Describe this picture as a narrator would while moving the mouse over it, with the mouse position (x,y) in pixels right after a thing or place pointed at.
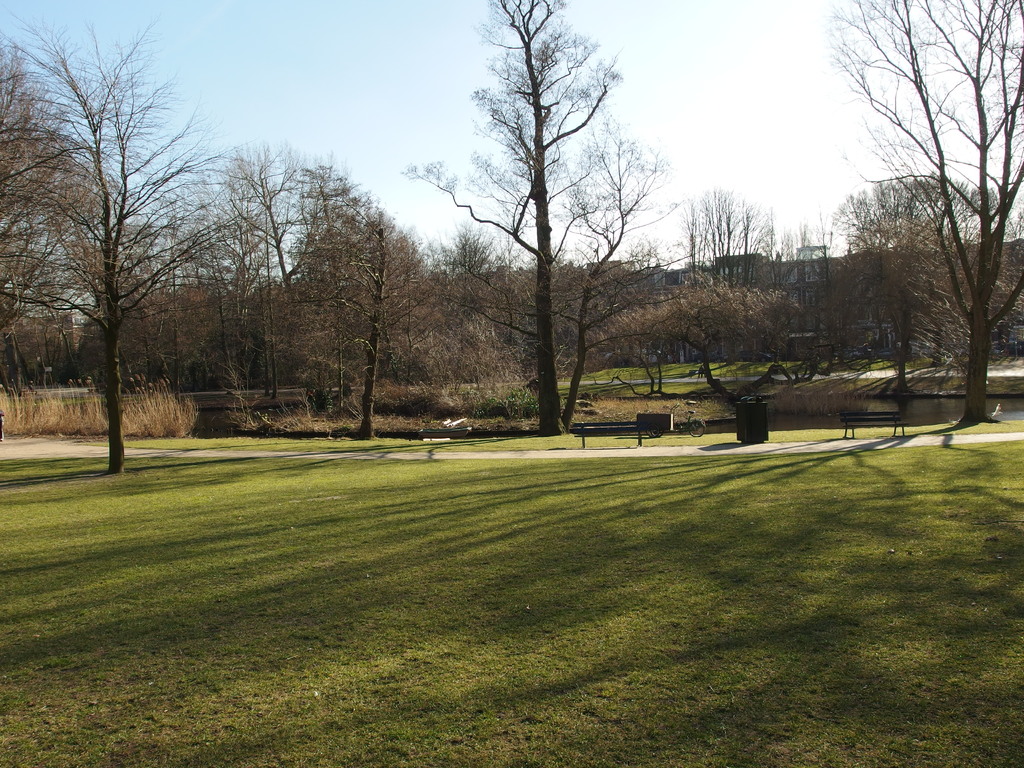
This is an outside view. At the bottom (365,571), I can see the grass (555,620). In the background (710,295) there are many trees (506,318) and there is a bench (608,432) on the ground (619,453). At the top of the image (753,83) I can see the sky (708,89).
